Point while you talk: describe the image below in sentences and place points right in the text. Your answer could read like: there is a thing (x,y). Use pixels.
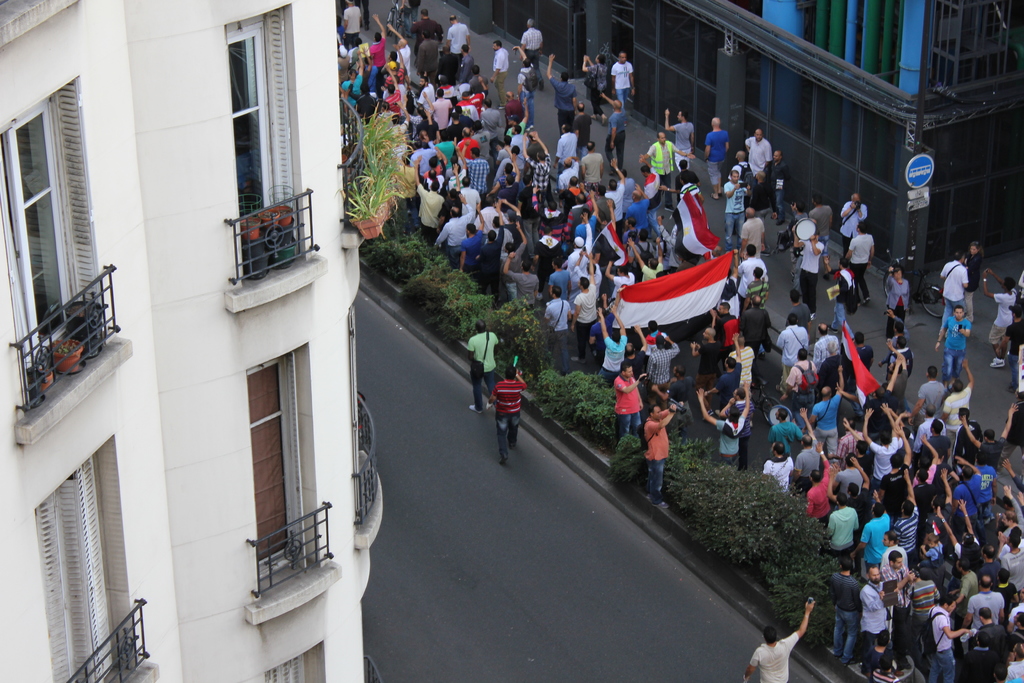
In this image we can see some persons (411,117), plants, flags (557,218) and other objects (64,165). On the left side of the image (216,394) there is a building (138,360) with glass window (246,162), railing (34,376) and other objects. At the bottom of the image (591,610) there is the road (735,648) and a person (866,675). In the background of the image (592,20) there is a building (1008,35), name board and other objects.
